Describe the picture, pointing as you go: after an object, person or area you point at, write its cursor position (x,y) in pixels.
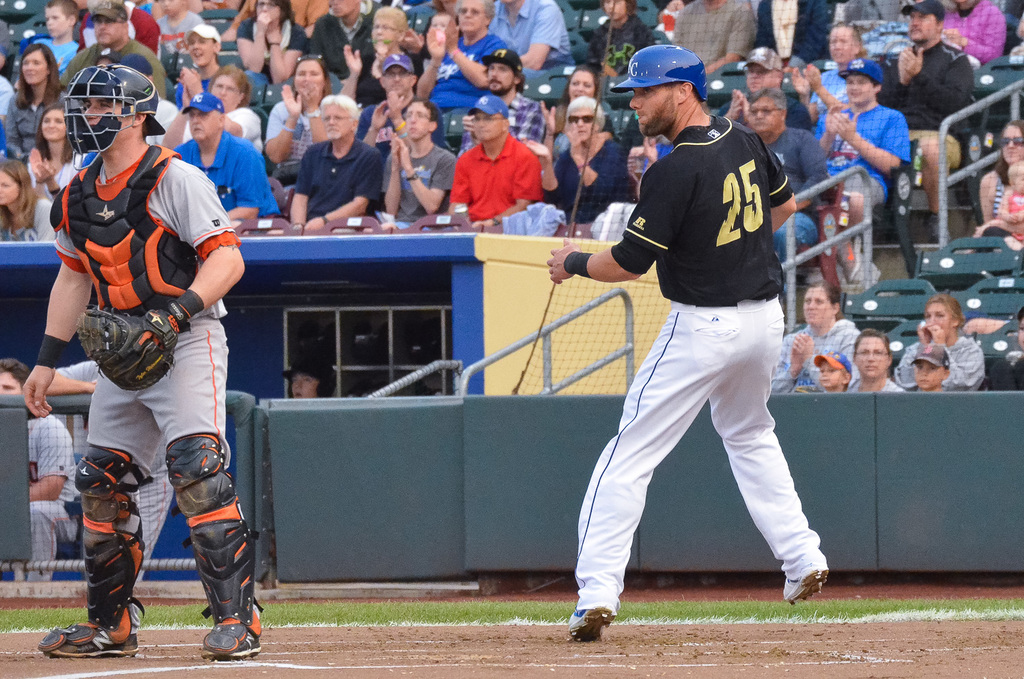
In the image there are two baseball players (750,300) in the ground (352,602) and behind them there is a fencing (335,570). Behind the fencing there is a crowd (308,38).
